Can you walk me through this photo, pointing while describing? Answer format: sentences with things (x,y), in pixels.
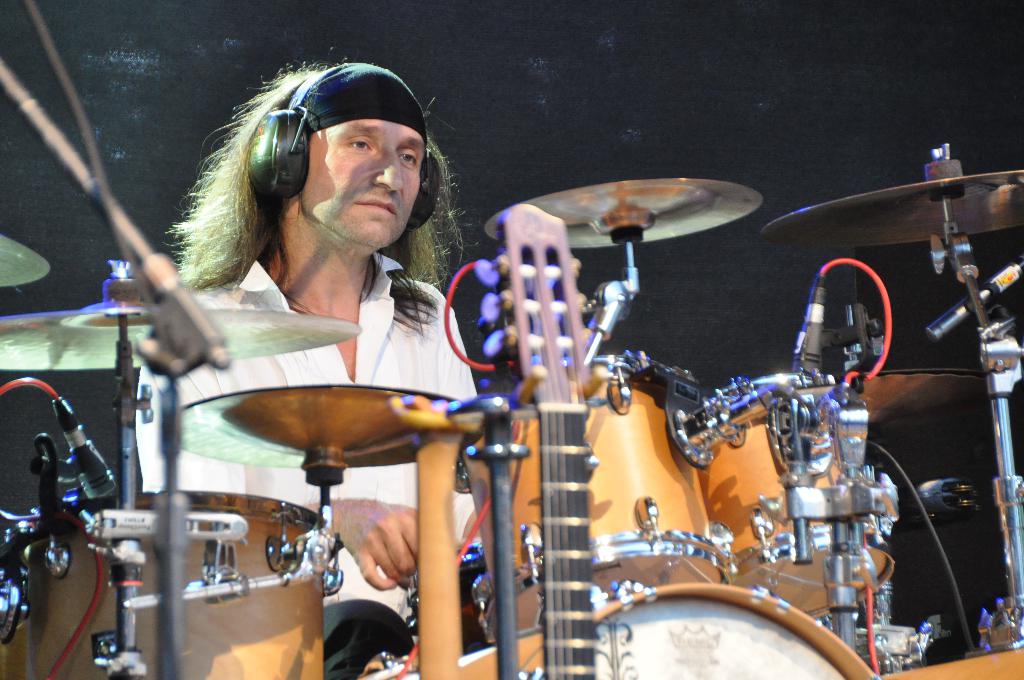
In this image I can see a person (388,222) sitting and playing drums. The person (371,341) is wearing white shirt (371,341), I can also see few musical instruments (544,344) and the background (531,86) is in black color.
